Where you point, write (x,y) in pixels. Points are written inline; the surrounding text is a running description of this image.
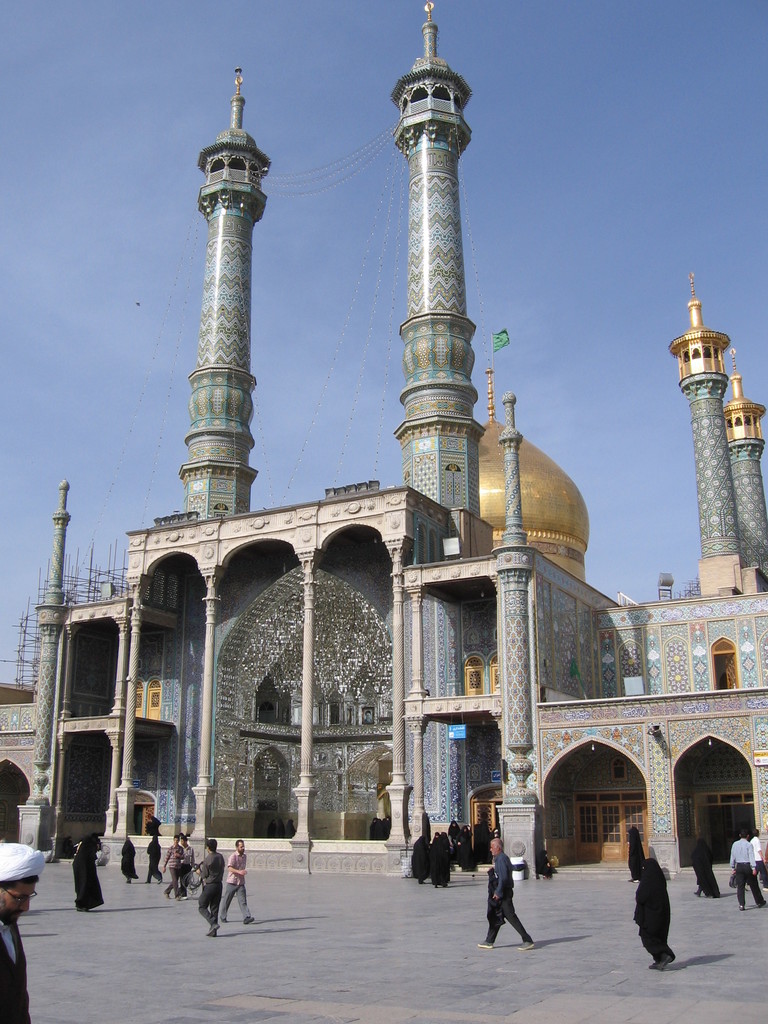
In this image we can see a mosque (38,834) and there is a flag (496,345) on top of it and I see a lot of people (14,1021) in front of the mosque (209,715). In the background (116,234) I see the sky (149,107) is pretty clear.
